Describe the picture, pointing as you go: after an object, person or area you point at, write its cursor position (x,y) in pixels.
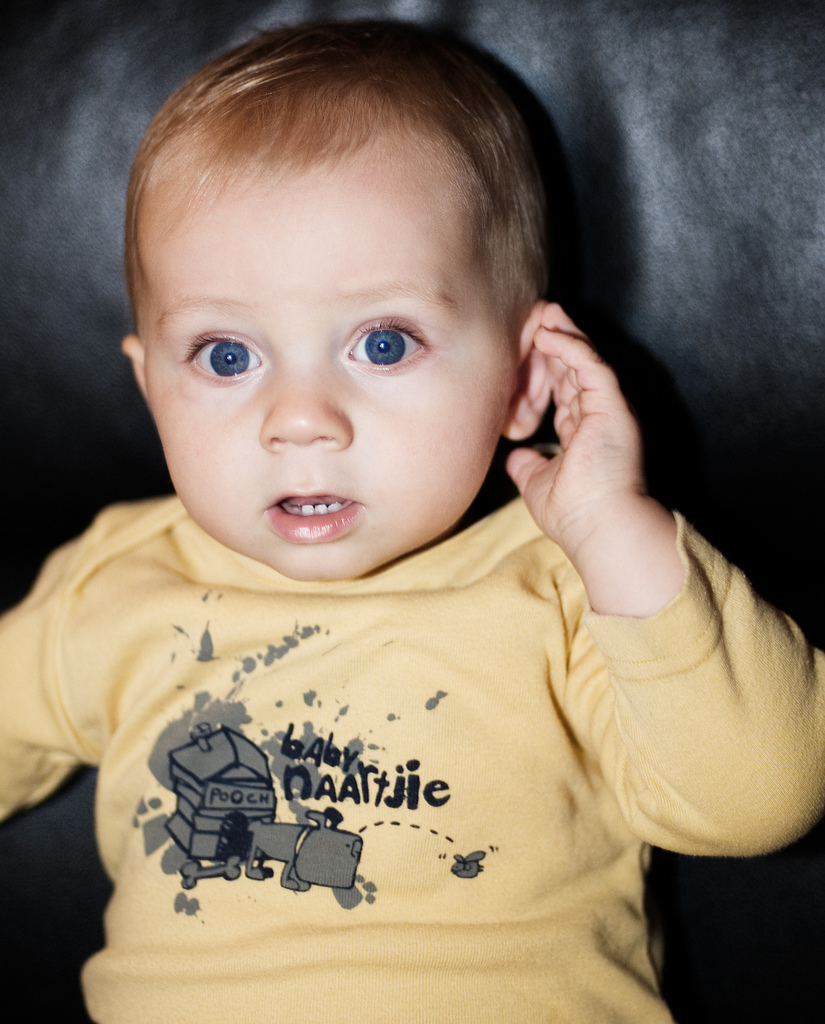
In this image there is a boy (157,308). The background of the image (709,91) is black in color.
